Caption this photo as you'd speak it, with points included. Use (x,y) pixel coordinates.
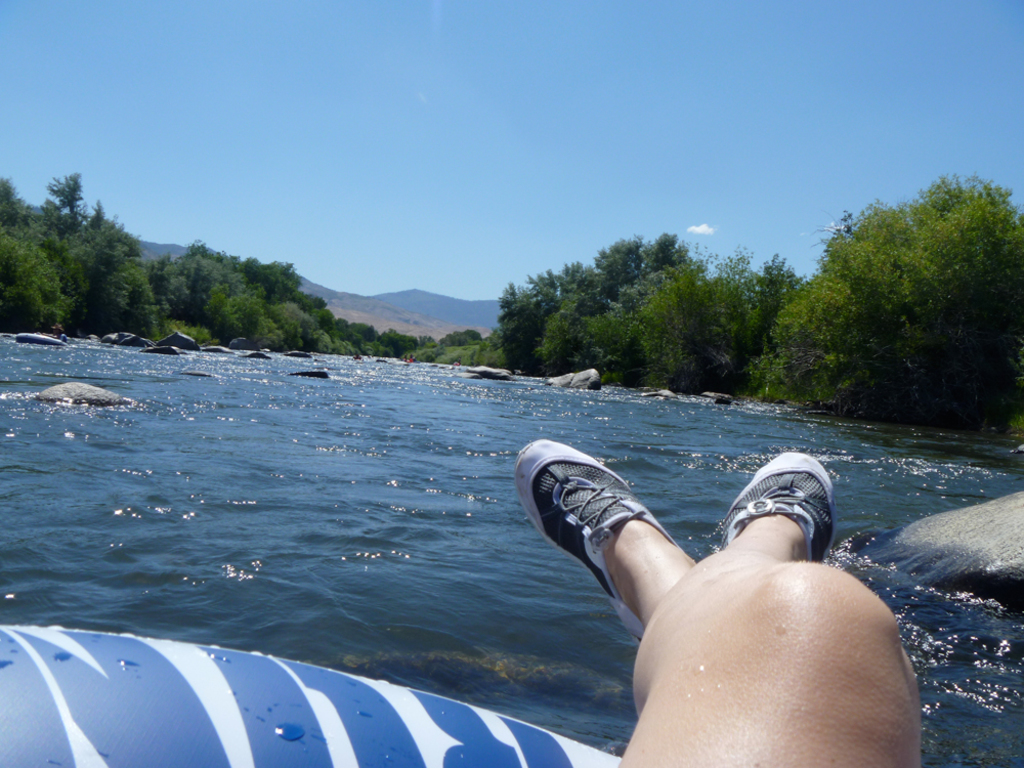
At the bottom of the image (718,715) I can see a person's legs (694,615) wearing shoes (646,513) and there is a swim tube (155,746) which is in blue color. In the middle of the image (453,468) I can see the water (313,492). It is looking like a river (272,441) and there are some rocks (596,387) placed in the water (212,387). In the background (553,276) there are many trees (848,246). At the top of the image (515,115) I can see the sky (266,89).
